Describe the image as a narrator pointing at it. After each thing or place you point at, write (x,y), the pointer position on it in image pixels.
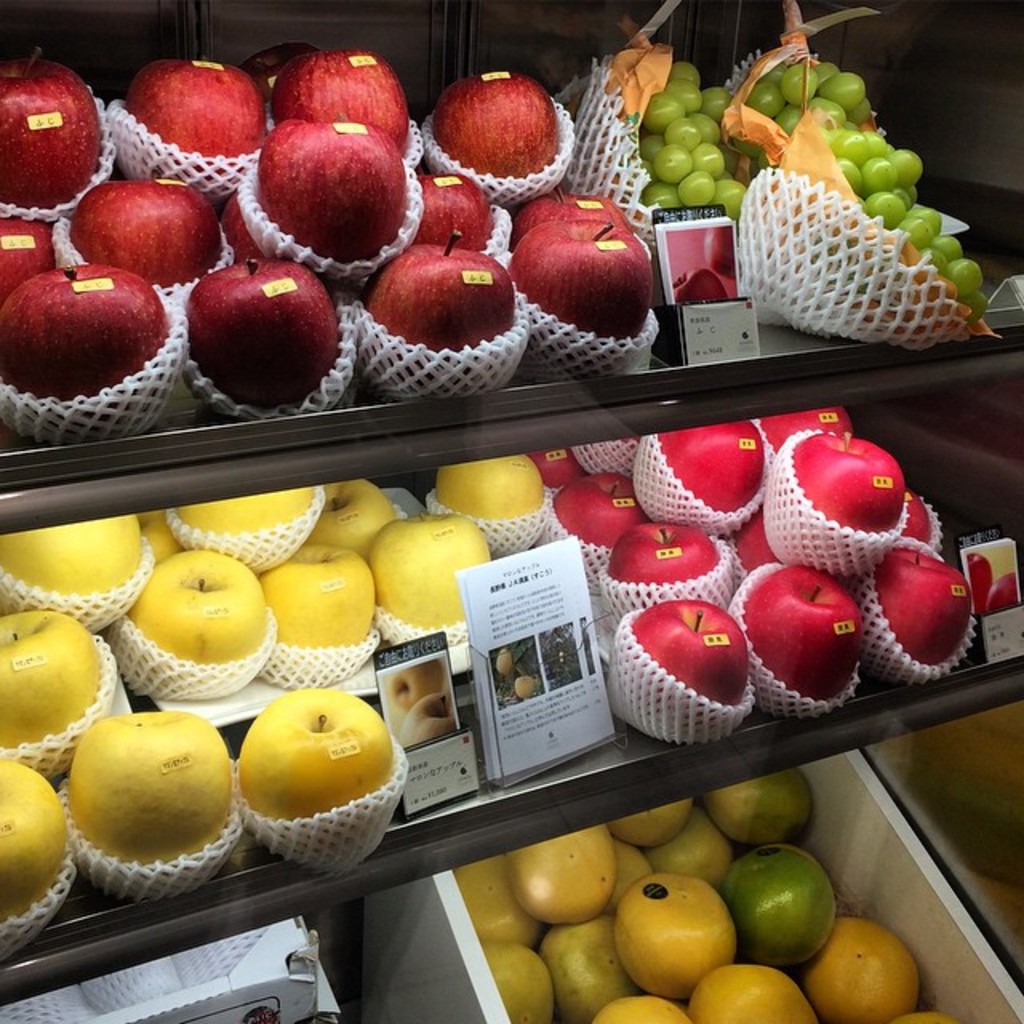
These are the red apples (371,224), beside there are grapes (728,195). These are the citrus fruits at the down side of an image.
